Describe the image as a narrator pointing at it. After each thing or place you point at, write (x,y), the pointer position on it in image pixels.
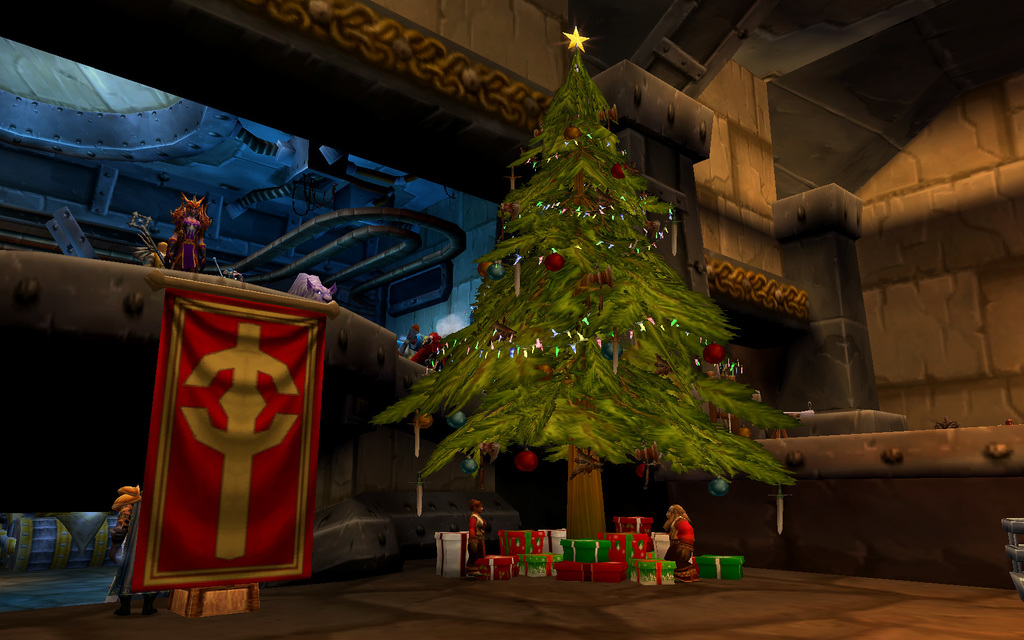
This is an animation picture. In the foreground (626,385) there is a Christmas tree (651,284) and there are two persons (692,533) standing at the tree (577,533) and there are gift boxes (617,543), there are lights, balls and there is a star (574,41) on the tree (625,271). On the left side of the image (204,236) there is a person (124,600) standing behind the banner (245,474). There is a banner (273,453) on the wall (114,324).
